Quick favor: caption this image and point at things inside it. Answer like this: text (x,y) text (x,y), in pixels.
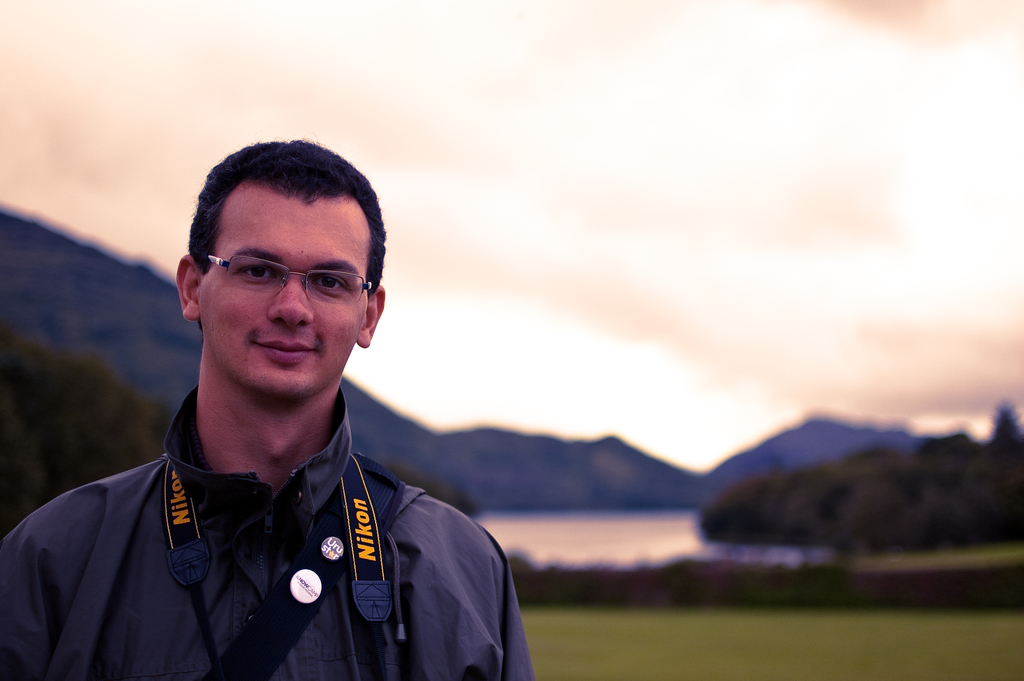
In the foreground of the picture (377,573) there is a person (211,377) wearing spectacles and there is a belt (178,571) in his neck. In the background (883,511) there are hills (648,504), trees (912,515) and a water body (560,530). The background (57,441) is blurred.
